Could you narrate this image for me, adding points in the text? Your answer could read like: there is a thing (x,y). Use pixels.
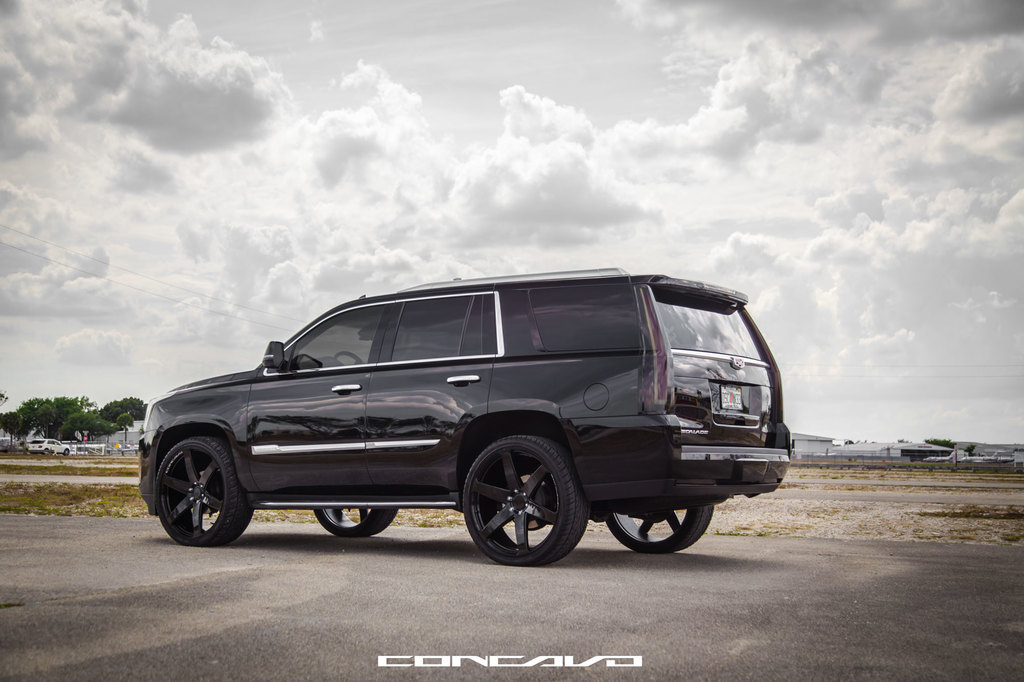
At the bottom (439,614) it is road (499,617). In the middle (573,406) there is a car (434,410). In the center of the picture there are trees (47,420), buildings (912,452), grass (34,470), car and various objects (923,459). At the top (626,74) it is sky (246,169).
